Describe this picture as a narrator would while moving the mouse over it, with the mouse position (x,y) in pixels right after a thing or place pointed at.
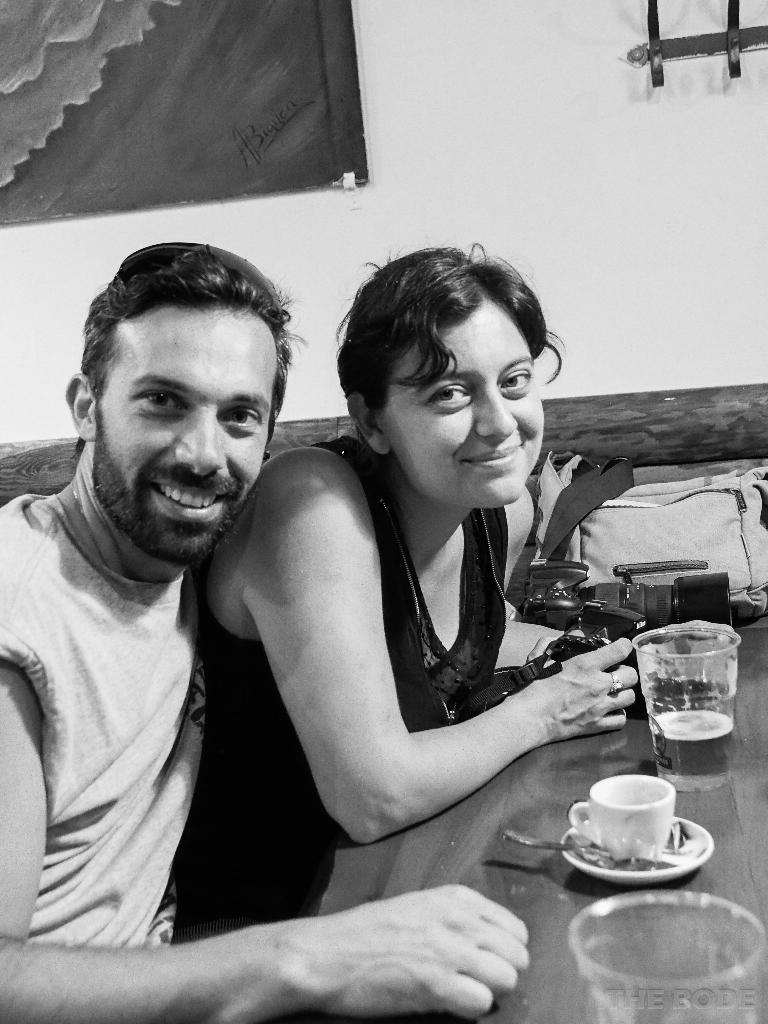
This is a black and white picture, there are two persons (109,719) sitting on chairs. In front of the people (343,676) there is a table (557,972) on the table (560,983) there are cup (605,837), saucer (613,874), spoon (599,858), glasses (685,693), bag (631,525) and some items (626,590). Behind the people (258,531) is a wall (371,219) with painting (239,131).
